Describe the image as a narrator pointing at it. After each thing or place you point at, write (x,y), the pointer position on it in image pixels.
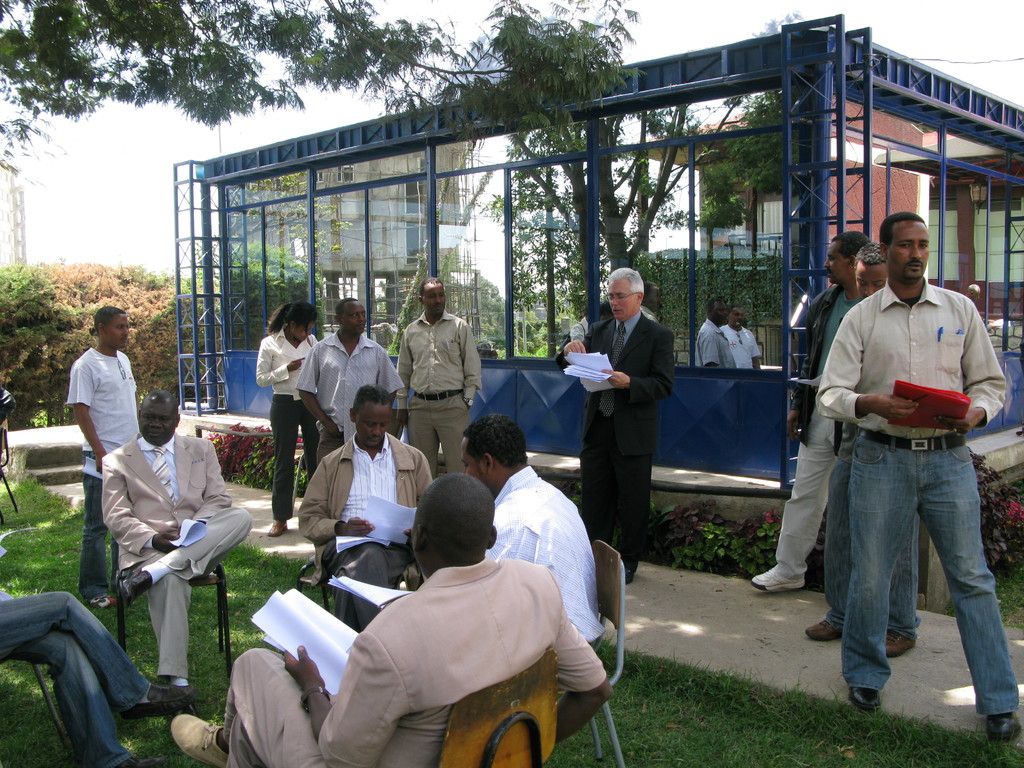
In this image we can see a few people (382,359) standing and few people (128,511) sitting and holding the papers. In the background (110,12) we can see the trees (110,12) and also buildings (903,131) and some plants (699,523). At the top (639,48) there is sky (902,13) and at the bottom (717,722) there is grass (736,727).
